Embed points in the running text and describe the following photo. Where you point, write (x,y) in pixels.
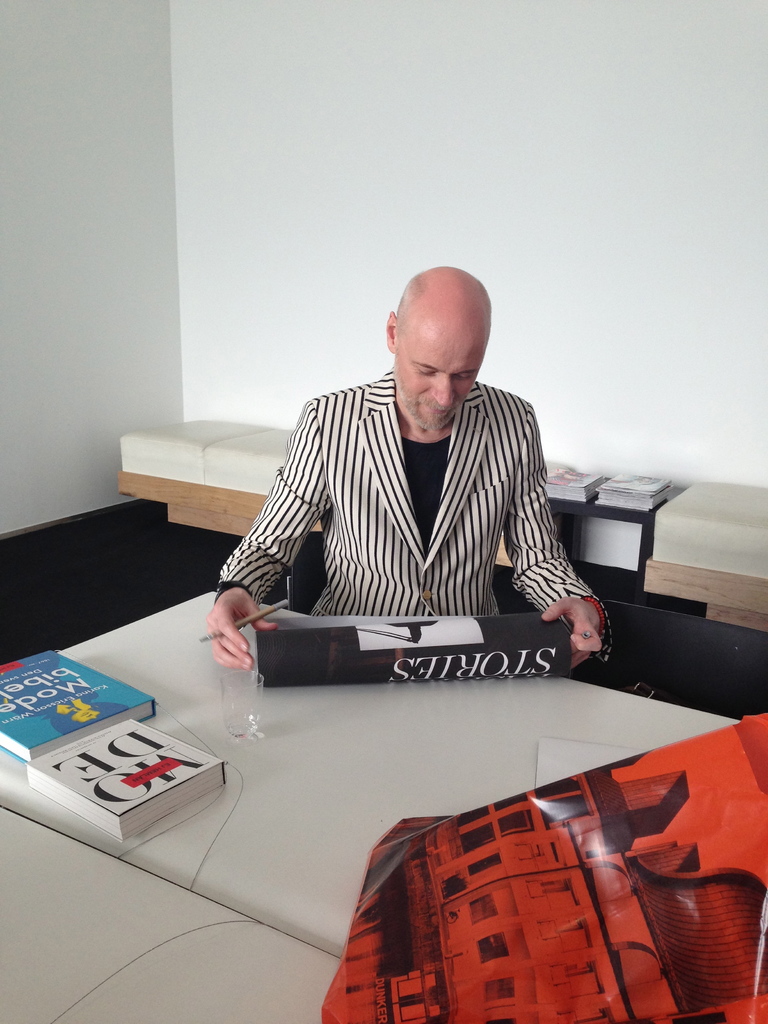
As we can see in the image there is a white color wall (171,295), a table (295,704) and a man (419,530) sitting over here. On table (253,998) there is a bag (585,938) and books (94,724).
